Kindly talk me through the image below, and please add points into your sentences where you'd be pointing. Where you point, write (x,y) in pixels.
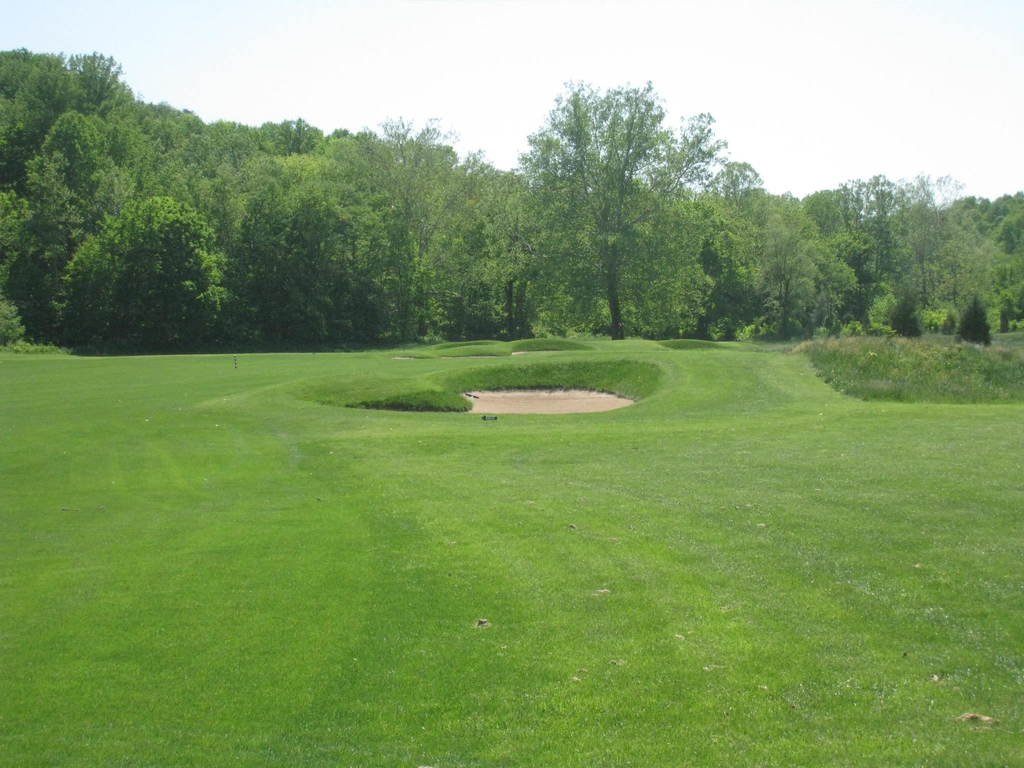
In this image there is the sky (544,70) towards the top of the image (734,48), there are trees (707,236), there are plants (925,364) towards the right of the image (895,386), there is grass (733,433) towards the bottom of the image (542,613).
